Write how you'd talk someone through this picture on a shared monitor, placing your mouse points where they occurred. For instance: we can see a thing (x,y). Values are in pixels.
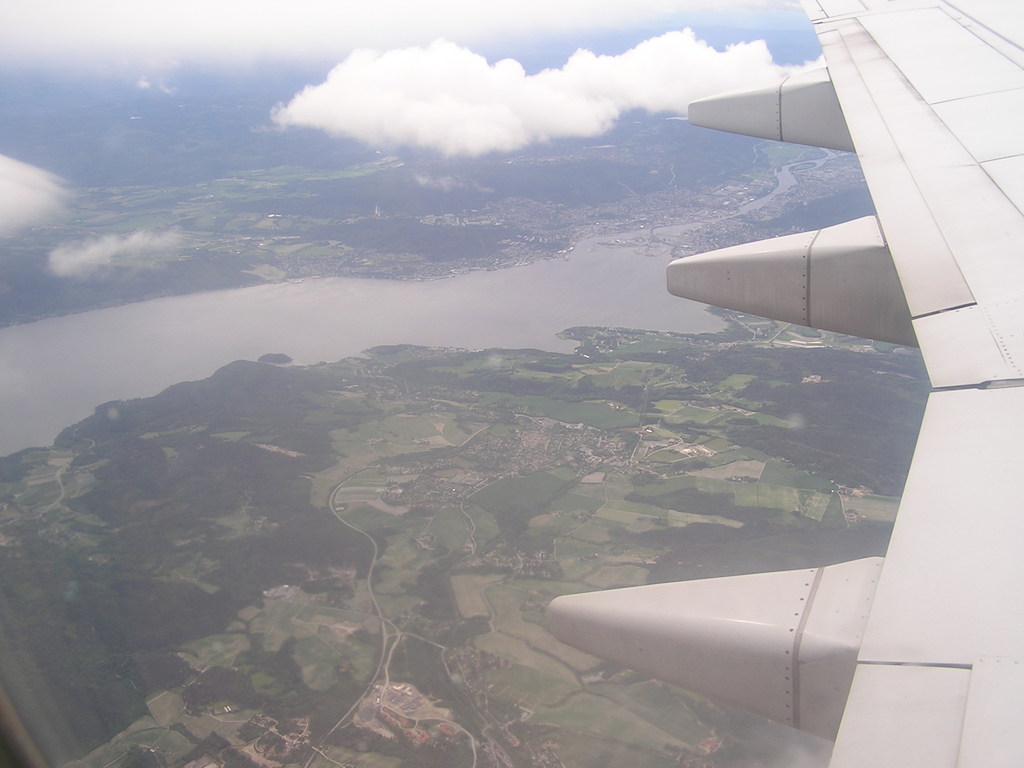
This picture shows an aerial view. We see aeroplane wing (996,136) and we see clouds (389,130), water (436,312) and trees (240,417).
